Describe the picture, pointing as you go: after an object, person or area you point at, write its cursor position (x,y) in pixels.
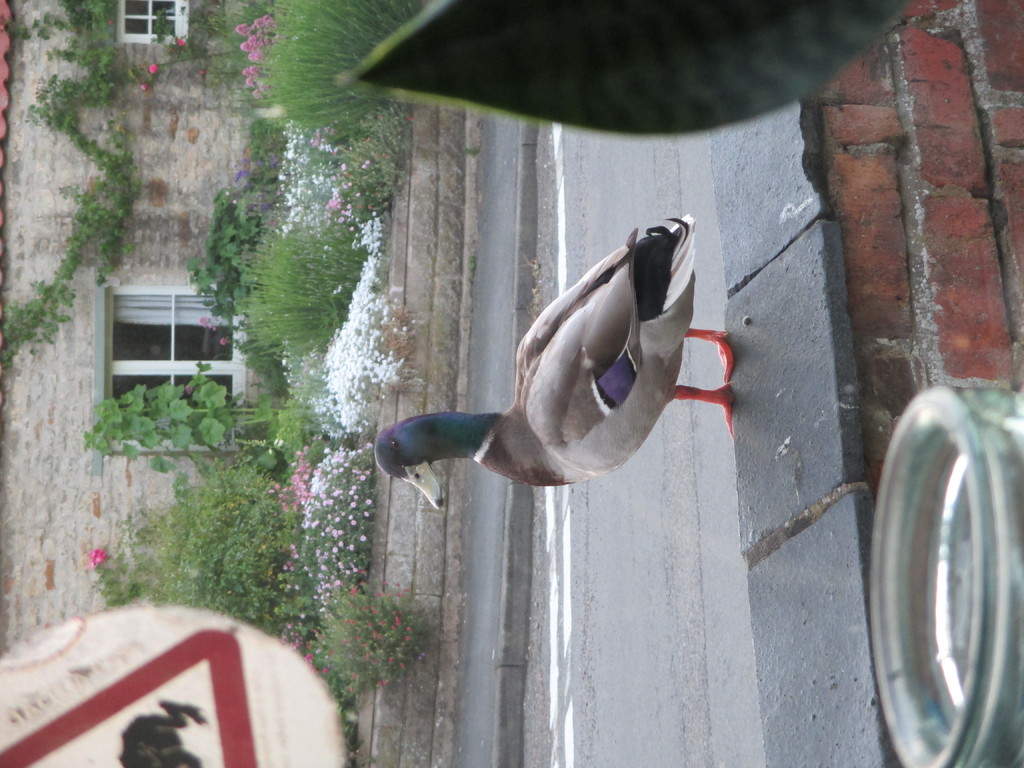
In the center of the image (629,306) there is a duck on the brick wall (885,362). There is a road (553,608). In the background (332,314) there are plants (331,263). There is a sign board (165,609) and there is a building (134,242) with the glass window (139,351).
